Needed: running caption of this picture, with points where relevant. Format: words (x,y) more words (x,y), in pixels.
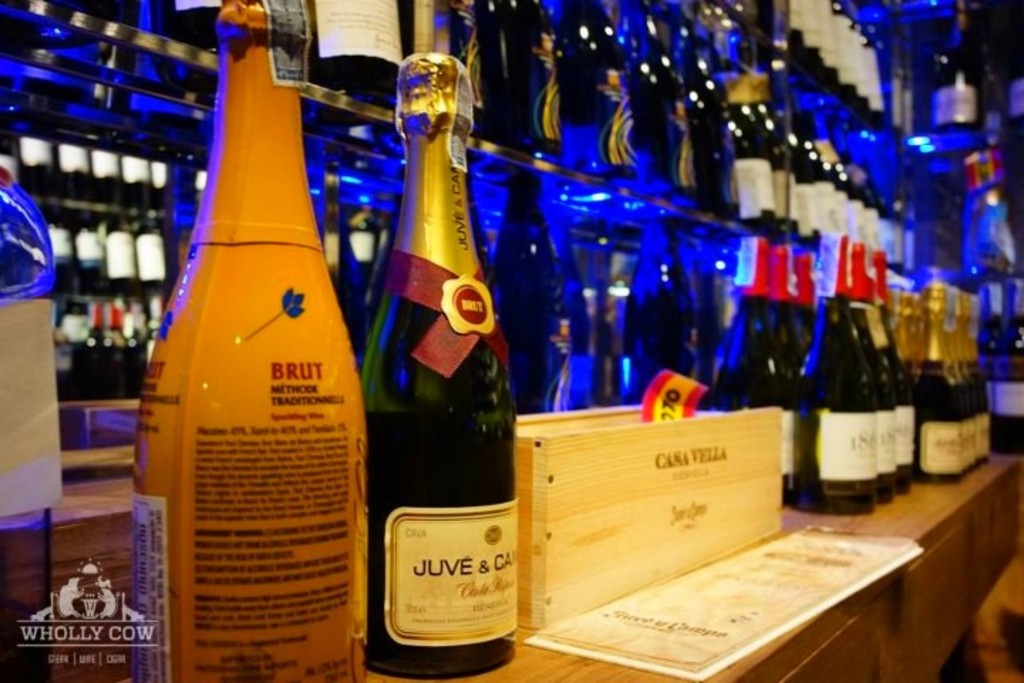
In this image I can see a table (938,595). On that the number of bottles (433,229) are arranged.
